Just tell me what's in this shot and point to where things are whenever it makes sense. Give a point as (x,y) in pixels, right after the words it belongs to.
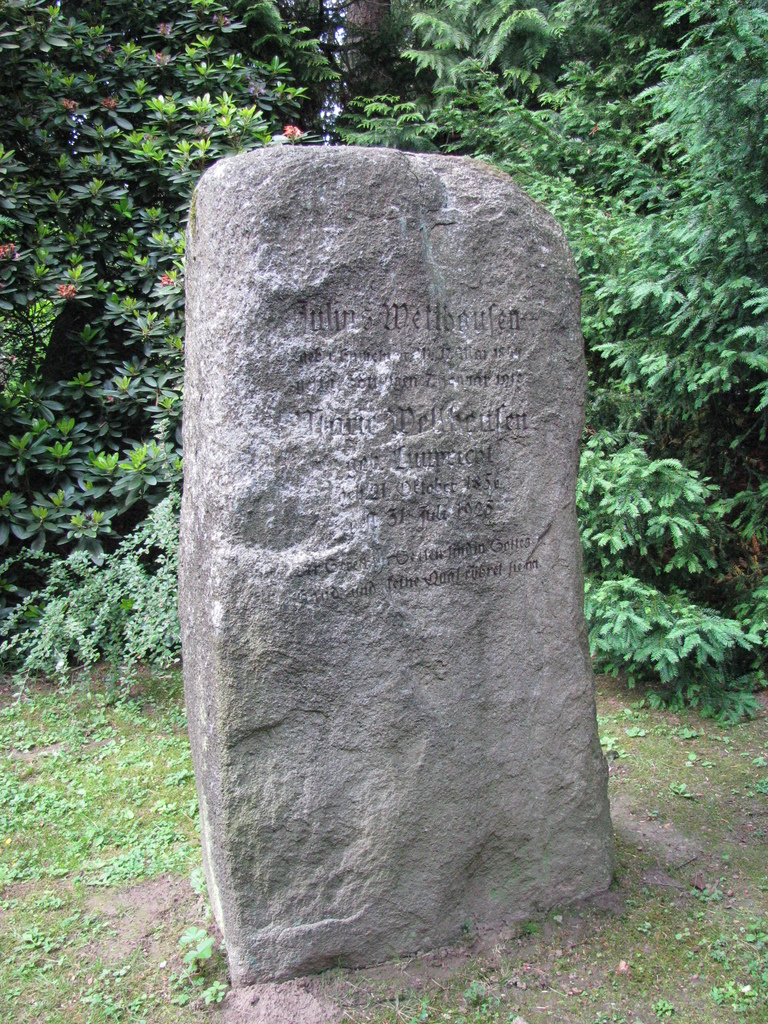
In this image we can see there is a headstone (300,310) with text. And there are trees (114,389) and grass (109,771).
